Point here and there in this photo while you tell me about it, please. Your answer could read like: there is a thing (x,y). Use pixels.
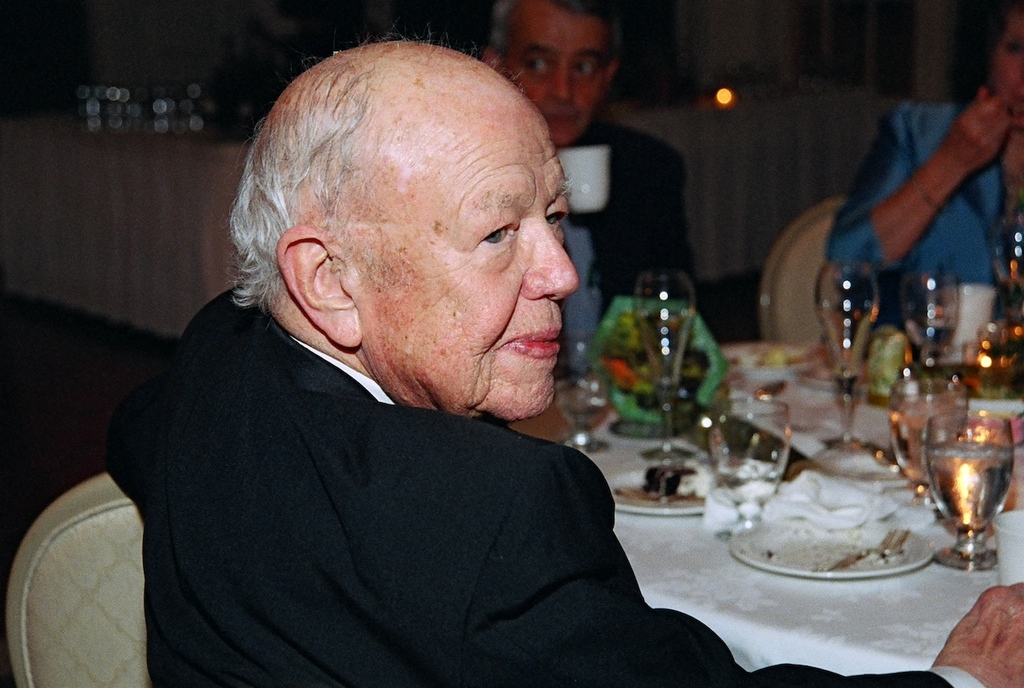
In the center of the image (482,368) a man (438,388) is sitting on a chair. On the right side of the image (805,432) there is a table (964,590). On the table (733,616) we can see cloths (767,575), plates (789,552), glasses (842,441), fork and some food item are present. In the background of the image (596,184) we can see wall (780,107), light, two persons (894,197) are sitting on a chair (795,258), one of the person (611,155) holding a glass (608,176) in his hand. On the left side of the image (107,368) floor (71,466) is there.
